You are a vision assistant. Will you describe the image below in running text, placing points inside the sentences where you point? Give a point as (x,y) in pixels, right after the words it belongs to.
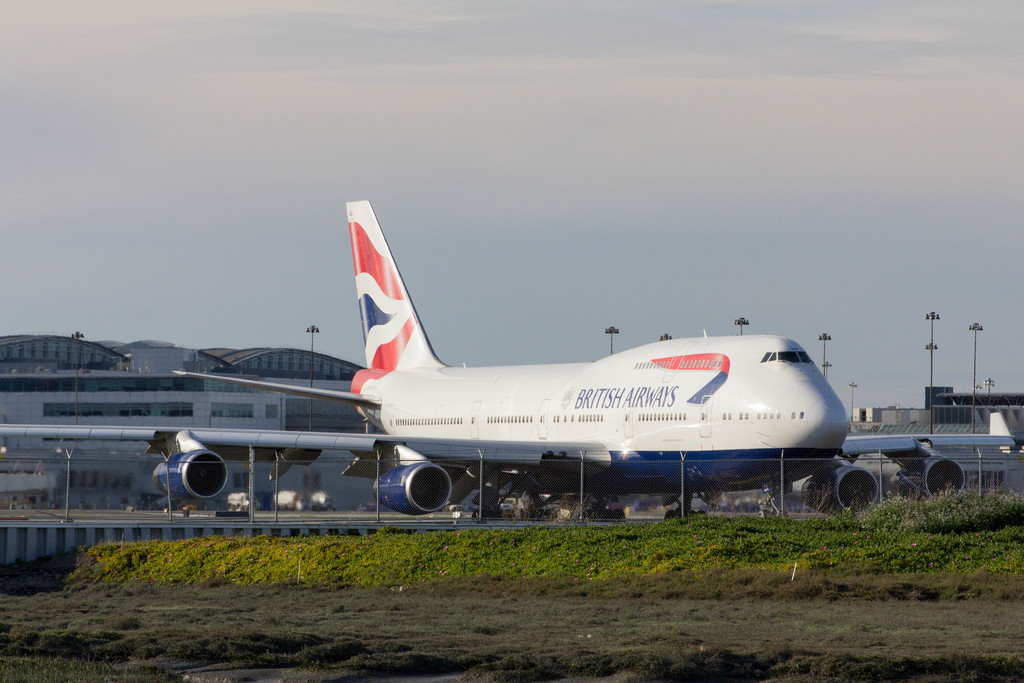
In this image there is an Aeroplane (584,399) in middle of this image (563,409). The Aeroplane (536,385) is in white color and there is a grass (867,577) and plants (770,538) at bottom of this image (622,568). there is a building (296,410) in the background (217,398) and there are some network poles (976,332) at right side of this image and there is a sky (382,155) at top of this image (615,162).
